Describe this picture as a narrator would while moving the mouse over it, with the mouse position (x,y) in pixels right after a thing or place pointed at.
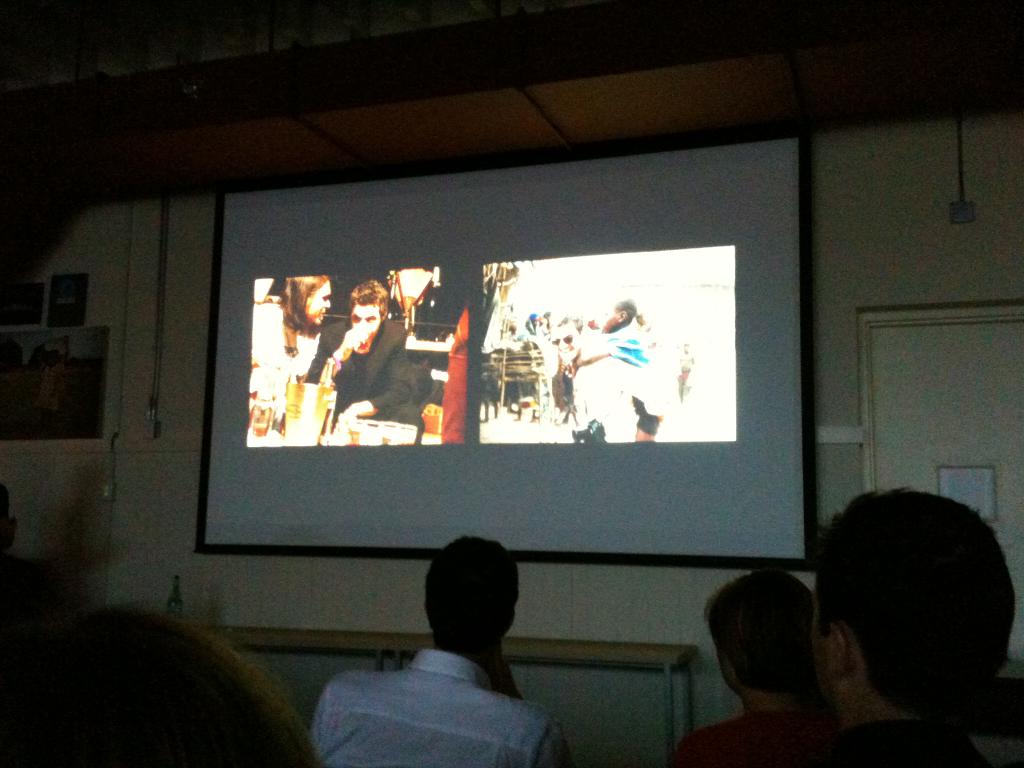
In this image we can see a projector screen (409,451) on the wall (181,333) and few pictures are displayed on the screen (443,241) and few people (971,624) are watching it together. There is a wall (918,271) on right (886,276) to the projector screen (647,464) and a photo (64,353) on the left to the projector screen (635,469).
